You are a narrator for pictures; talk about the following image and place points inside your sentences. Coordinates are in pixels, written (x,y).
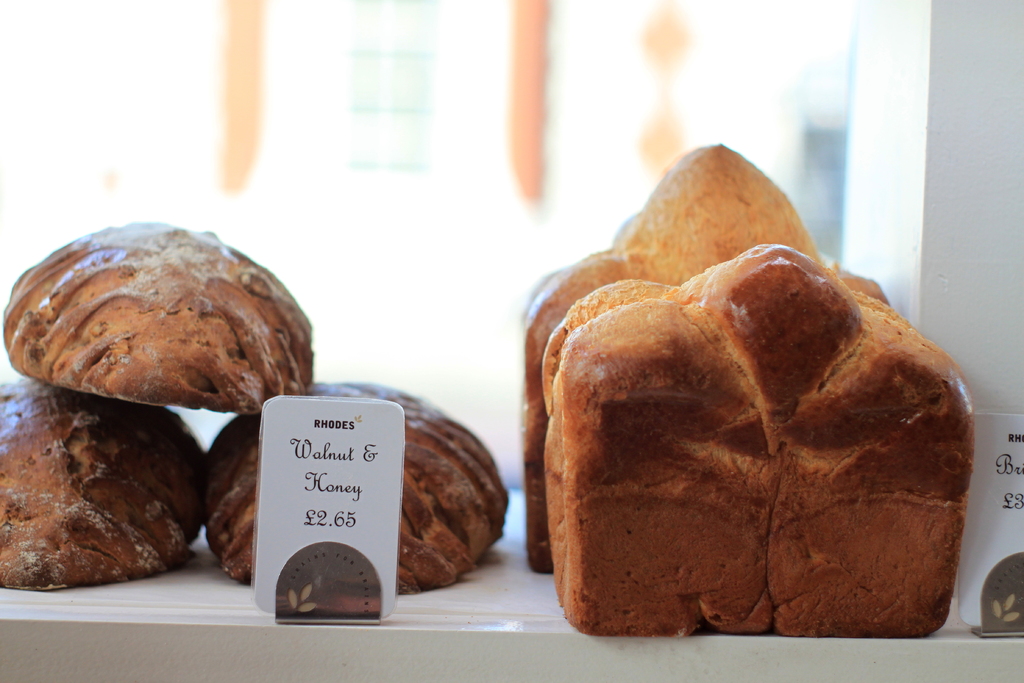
On the left side of the image (181,402) we can see food item (84,430) and in front of that a board (372,534) is there and some text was written on it. On the right side of the image (843,397) we can see a food item (882,535) and beside that a board (994,548) is there and some text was written on it.
